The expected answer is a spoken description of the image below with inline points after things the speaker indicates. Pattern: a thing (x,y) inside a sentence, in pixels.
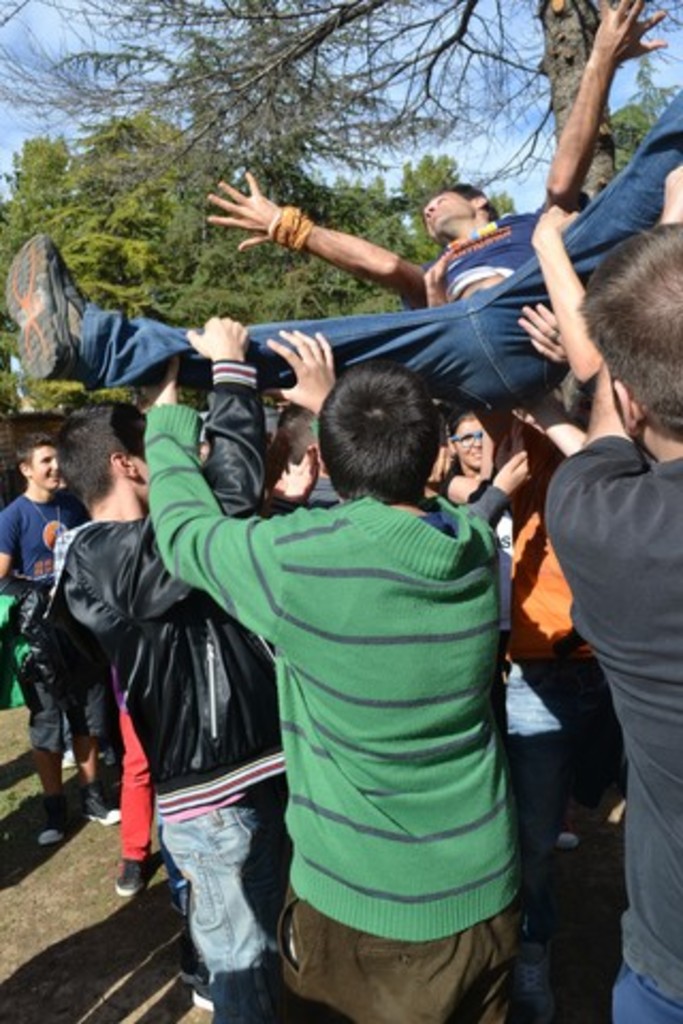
In this image we can see there is a group of people (368,405) standing on the ground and holding a person (453,218). At the back (364,174) there are trees (242,128) and the sky (462,95).
